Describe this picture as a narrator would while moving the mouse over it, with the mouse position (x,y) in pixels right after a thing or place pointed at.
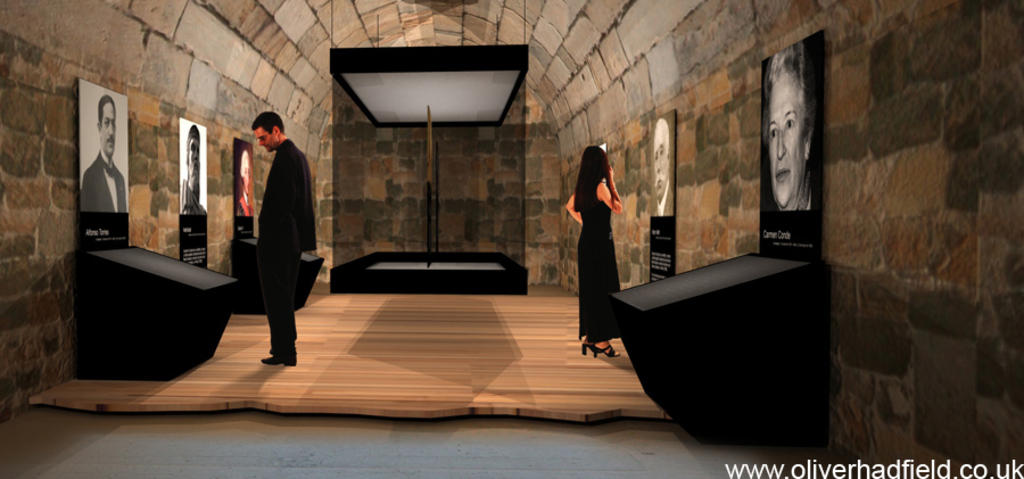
It is an animated image. In this image we can see a man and a woman (581,319) standing on the wooden surface (529,360). We can also see the photographs (199,149) attached to the walls (918,94). We can also see the floor (462,428), ceiling (431,20) and also some booth (451,127). We can also see the text (835,469).
